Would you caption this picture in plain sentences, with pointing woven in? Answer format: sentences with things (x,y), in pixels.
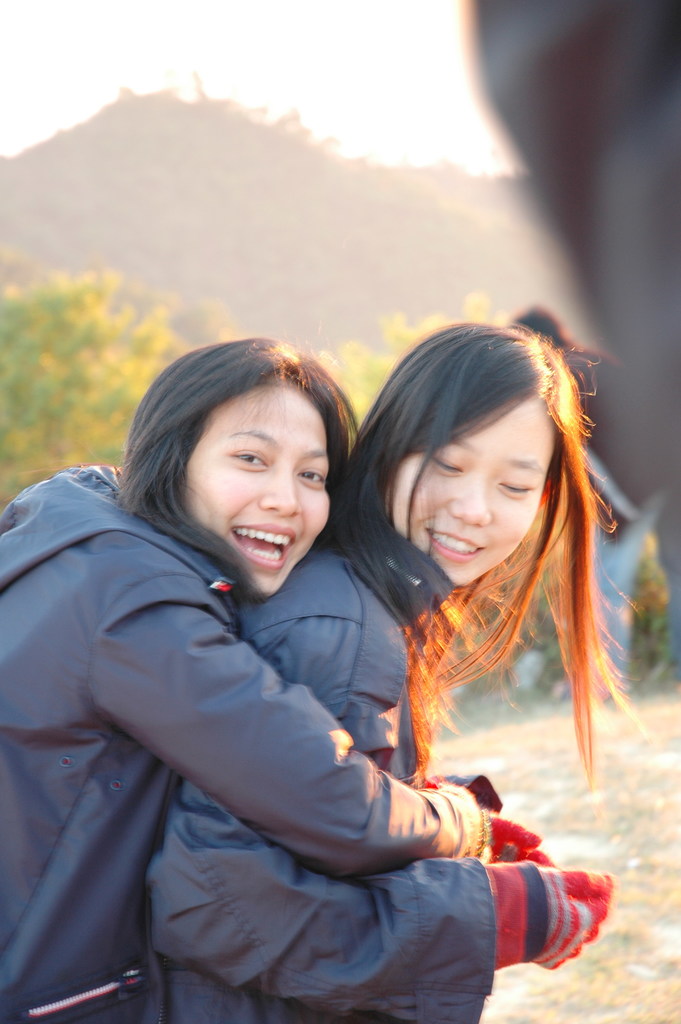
In this image there is the sky (179,71), there are mountains (319,214), there are plants (63,331), there are persons (347,528) standing, there is an object (552,227) truncated towards the right of the image (577,128), there is a person (109,639) truncated towards the left of the image (152,614), there is a person (627,535) truncated towards the right of the image (627,545).
